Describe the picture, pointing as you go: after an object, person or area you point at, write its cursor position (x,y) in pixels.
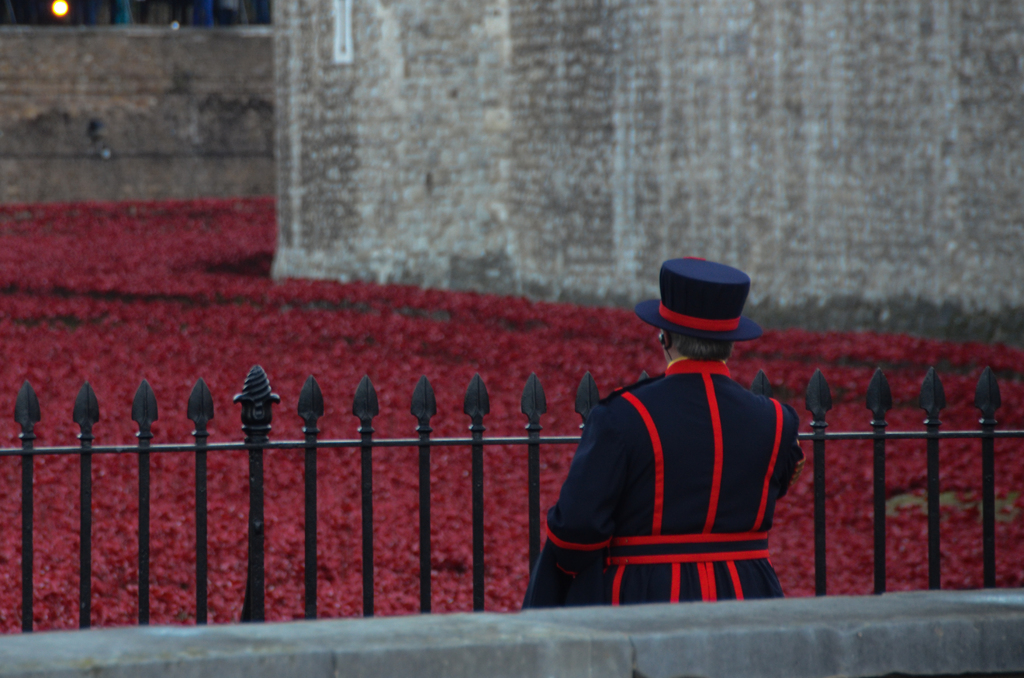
In this image we can see a man (736,524) standing. He is wearing a uniform (682,487) and there are grilles (987,471). In the background (524,168) there are poppies (255,332) and we can see walls (482,100). At the top (52,9) there is a light (64,13).
